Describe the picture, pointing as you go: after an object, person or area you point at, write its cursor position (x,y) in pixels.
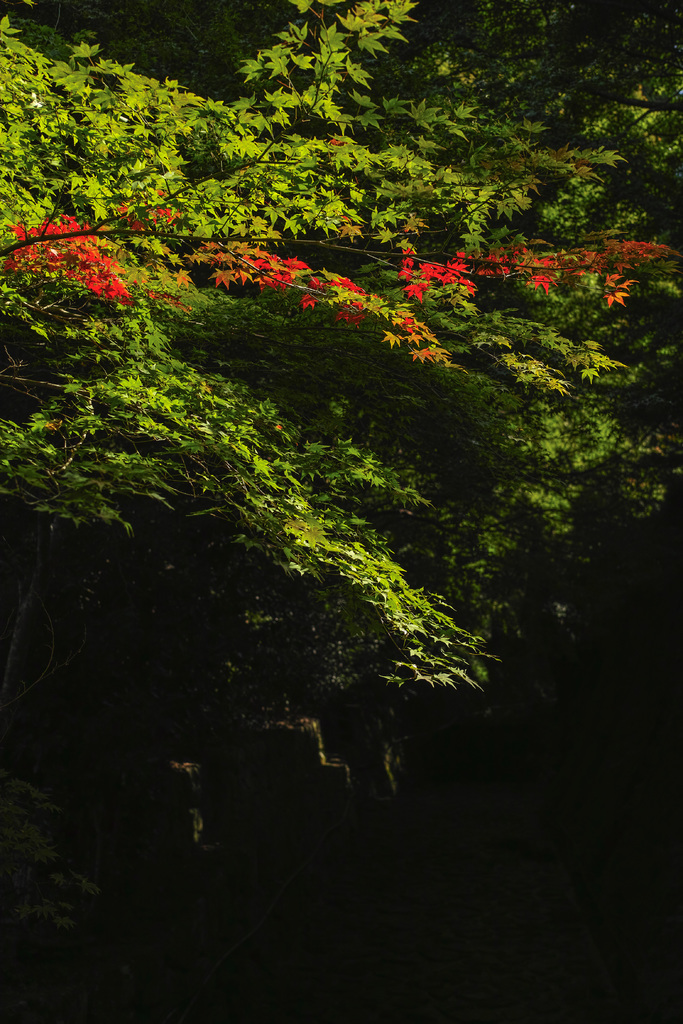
In this image I can see few trees (439,266). I can see few green and red color leaves (324,197) and the black background (419,844).
